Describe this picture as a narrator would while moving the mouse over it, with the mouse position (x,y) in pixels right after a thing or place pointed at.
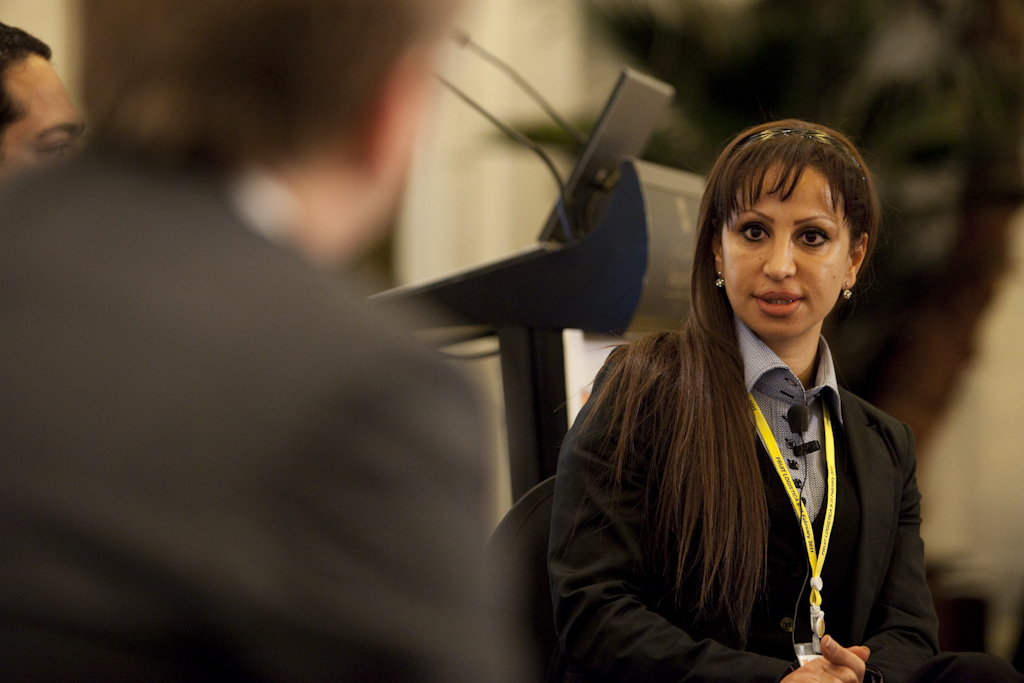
In this image we can see few people (356,555). A lady (664,541) is wearing an identity card (801,659) in the image. There is a podium (560,276) and few microphones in the image. There is an object (573,183) on the podium (624,262). There is a blur background (952,421) in the image.
